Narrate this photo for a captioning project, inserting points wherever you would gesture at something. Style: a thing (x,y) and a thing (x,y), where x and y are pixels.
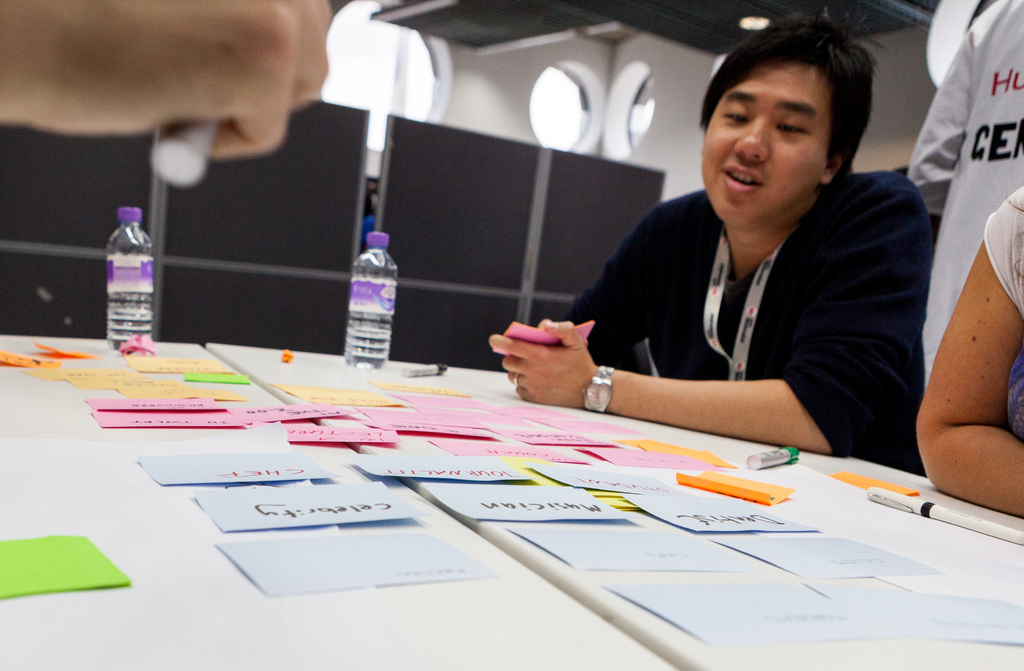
In this image we can see a person (812,90), tables (273,372), papers (326,436), bottles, markers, and few objects (38,224). At the top left corner of the image (200,87) we can see hand (200,70) of a person (255,27) which is truncated. On the right side of the image (938,381) we can see hand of a person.
